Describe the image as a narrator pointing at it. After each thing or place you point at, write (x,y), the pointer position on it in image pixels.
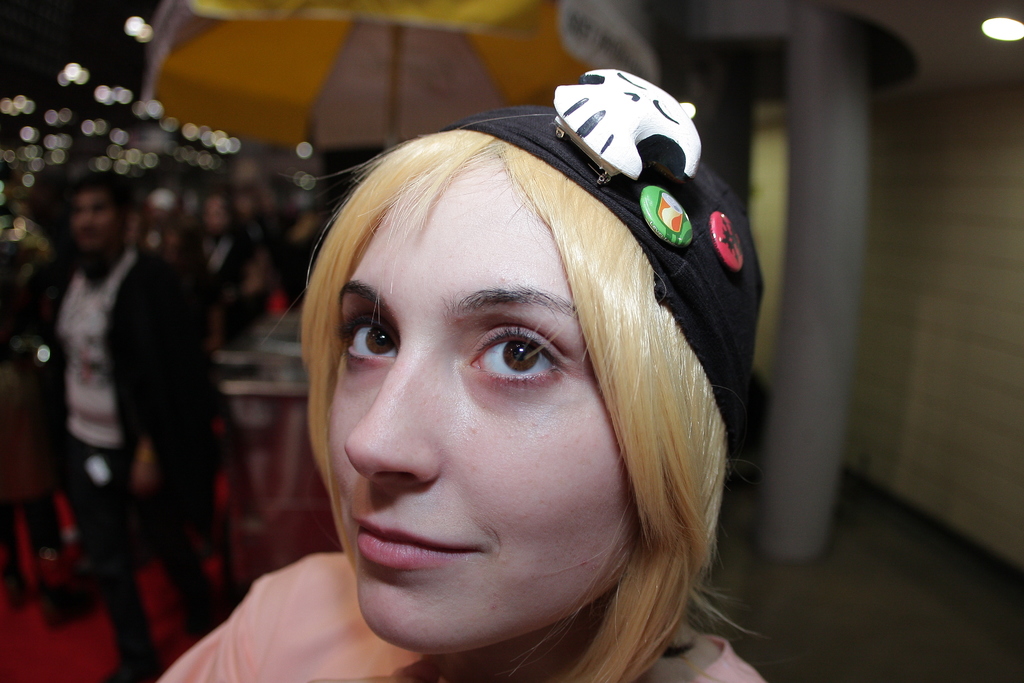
In this image I can see a person (287,607) standing. The person (281,588) is wearing light pink color shirt (280,581) and black color cap (686,334), background (97,559) I can see the other person (177,554) standing and few lights (32,138).
